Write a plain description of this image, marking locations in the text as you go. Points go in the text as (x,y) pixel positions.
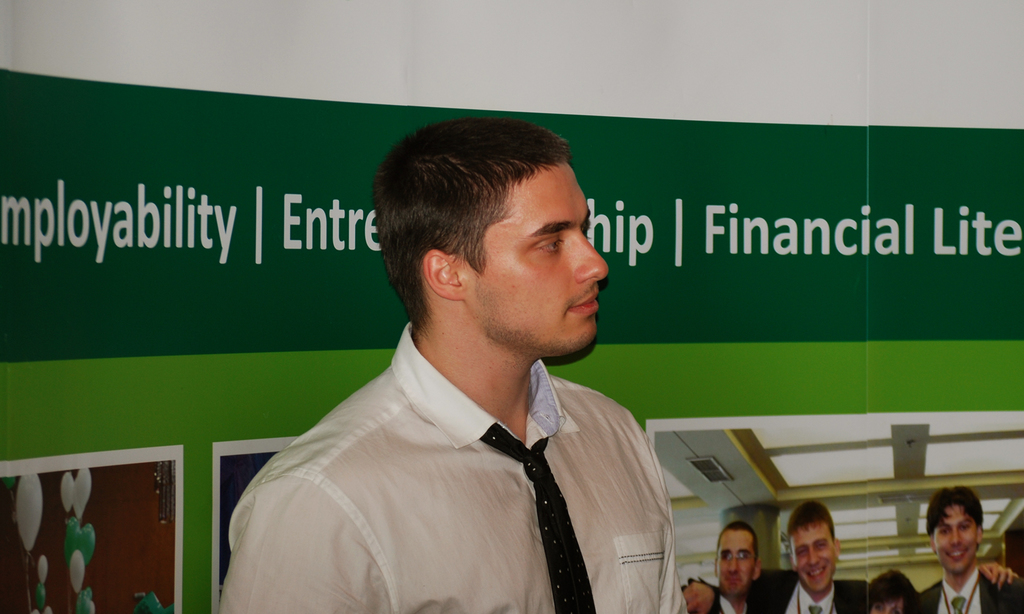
In this image there is a person (495,235) standing wearing tie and white shirt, behind him there is a banner (595,140) on the wall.
